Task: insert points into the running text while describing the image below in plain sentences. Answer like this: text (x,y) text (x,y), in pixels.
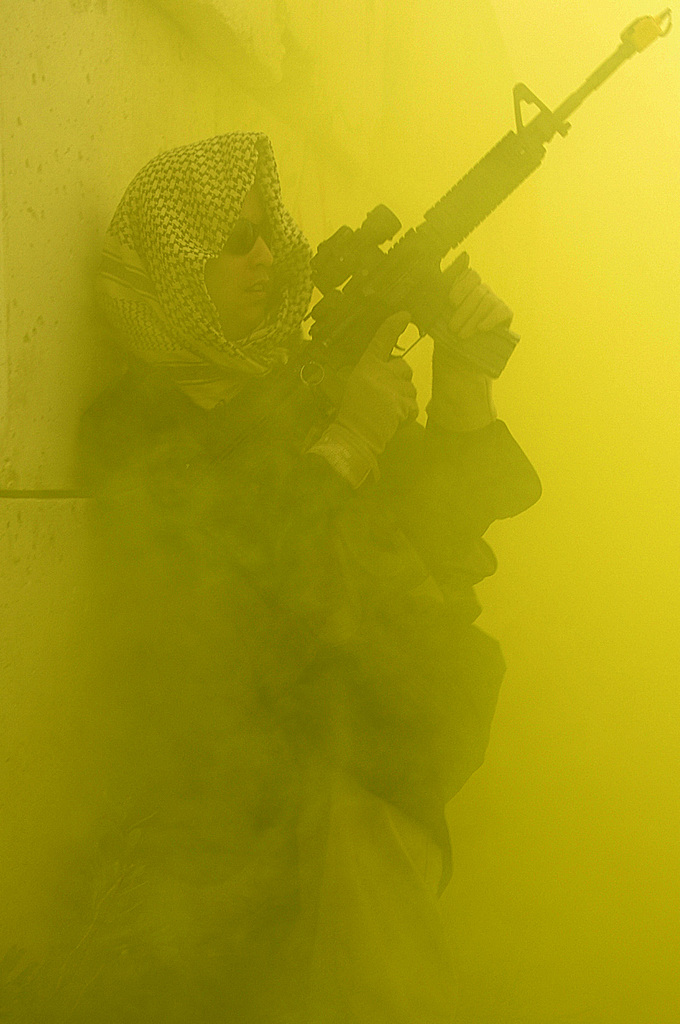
The man (277,747) in the middle of the picture (312,480) wearing a black jacket (187,509) and white and black scarf (170,274) is holding a gun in his hand (389,399) and he is even wearing spectacles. Behind him, we see a wall (85,621) in yellow color and in the background (565,854), it is yellow in color.
